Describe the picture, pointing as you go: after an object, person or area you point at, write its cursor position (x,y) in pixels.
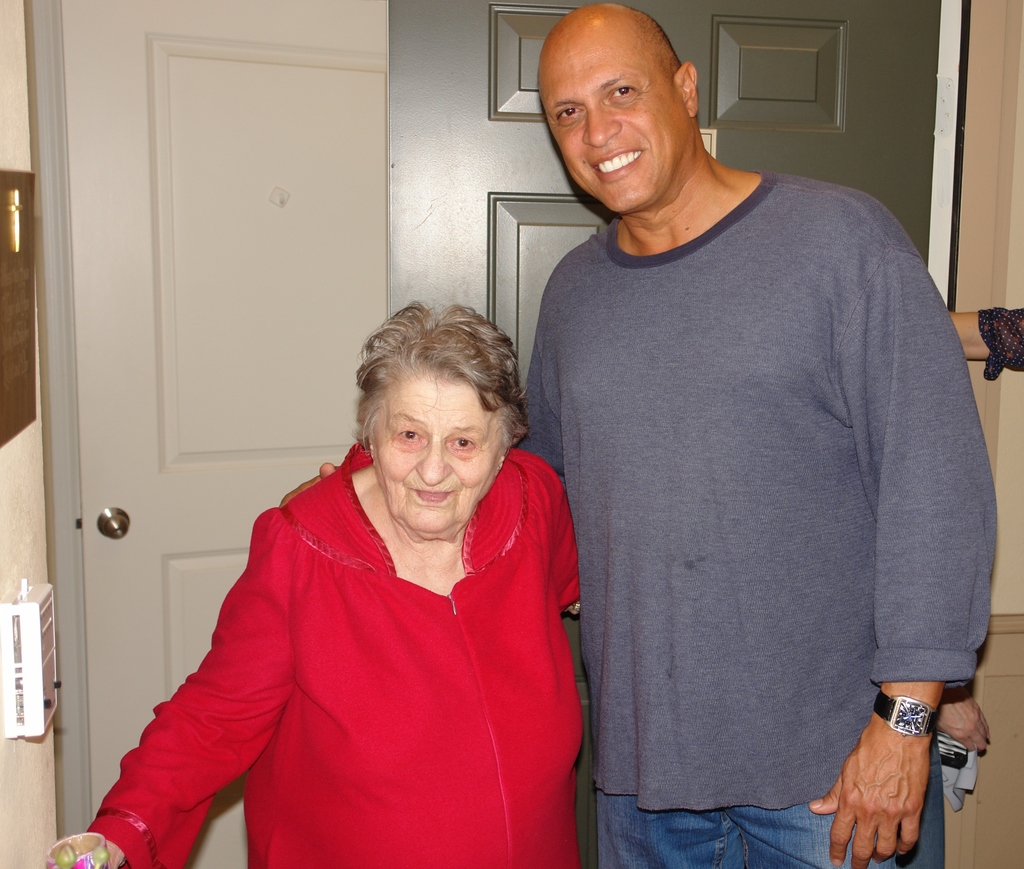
In the center of the image (404,511) we can see two persons (248,666) are standing and they are smiling, which we can see on their faces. And the woman (444,819) is holding some object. In the background (739,129) there is a wall (1000,200), door (340,316), white box (31,631), golden color object (5,275) and a few other objects (22,336). On the right side of the image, we can see one hand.
